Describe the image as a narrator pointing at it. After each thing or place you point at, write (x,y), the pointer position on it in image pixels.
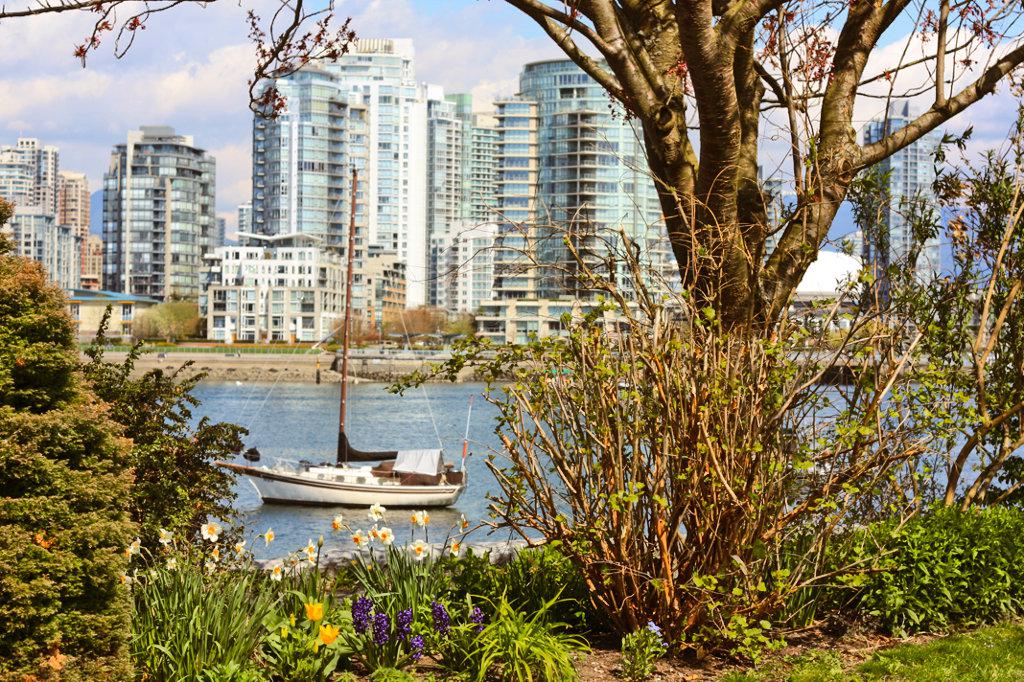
In this picture we can see few flowers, trees (167,487) and a boat (349,442) on the water (381,407), in the background (173,257) we can find few buildings (215,237) and clouds (229,79).
